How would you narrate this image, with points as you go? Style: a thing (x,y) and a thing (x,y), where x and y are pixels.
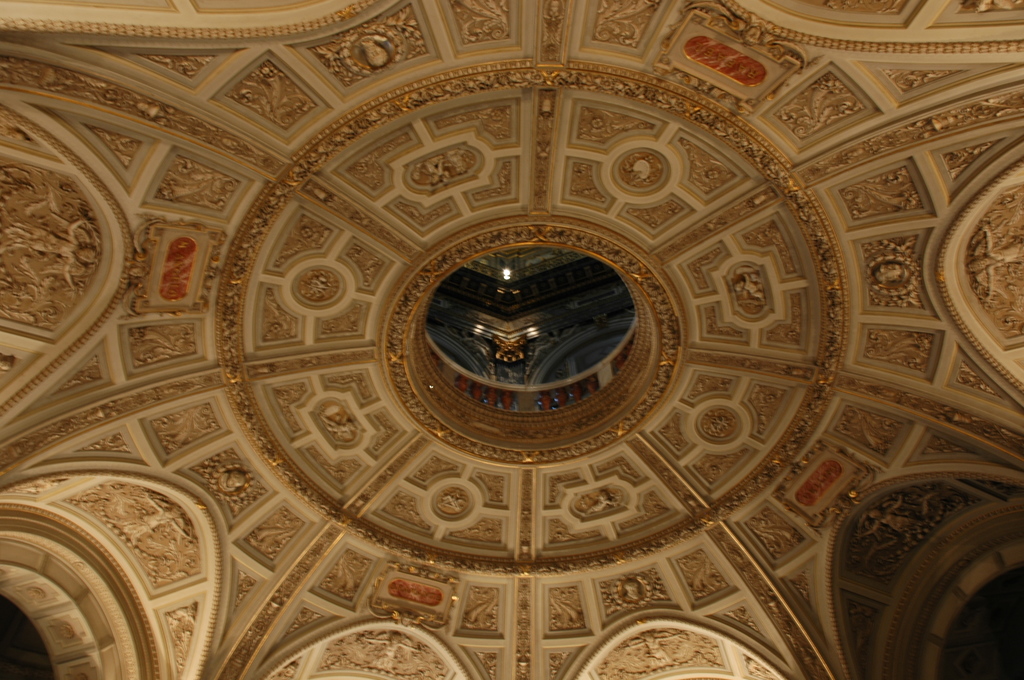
In this image there is a roof (590,434) with many carvings (410,613) and sculptures (362,59).
